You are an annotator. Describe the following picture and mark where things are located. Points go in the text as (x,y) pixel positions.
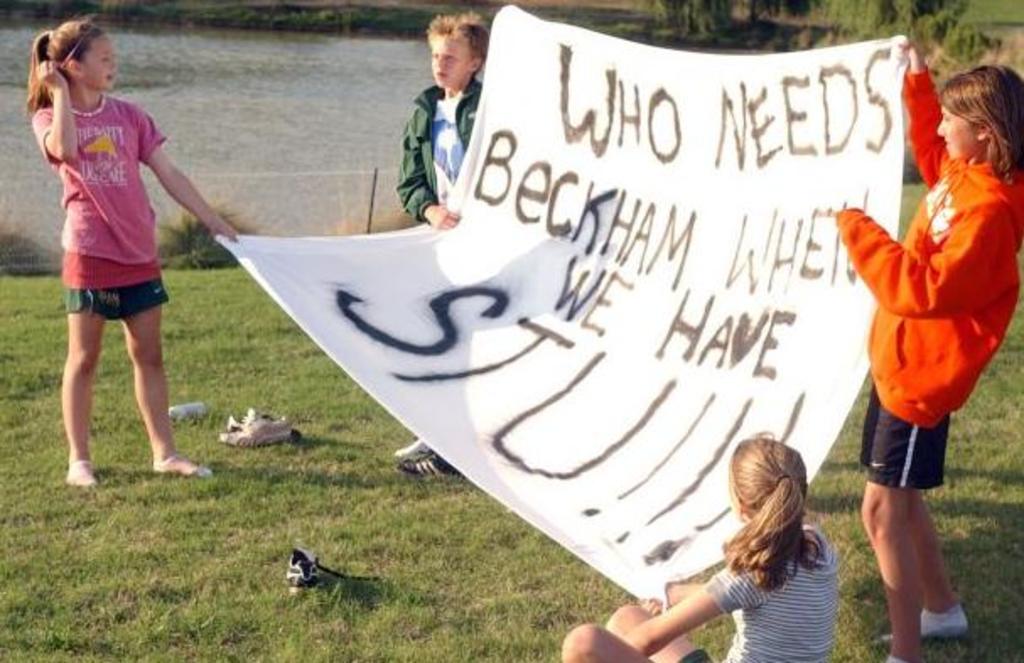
In this image there are four children (964,197) holding a banner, there is grass (251,511), there is plant (220,252), there is a lake (277,90).
